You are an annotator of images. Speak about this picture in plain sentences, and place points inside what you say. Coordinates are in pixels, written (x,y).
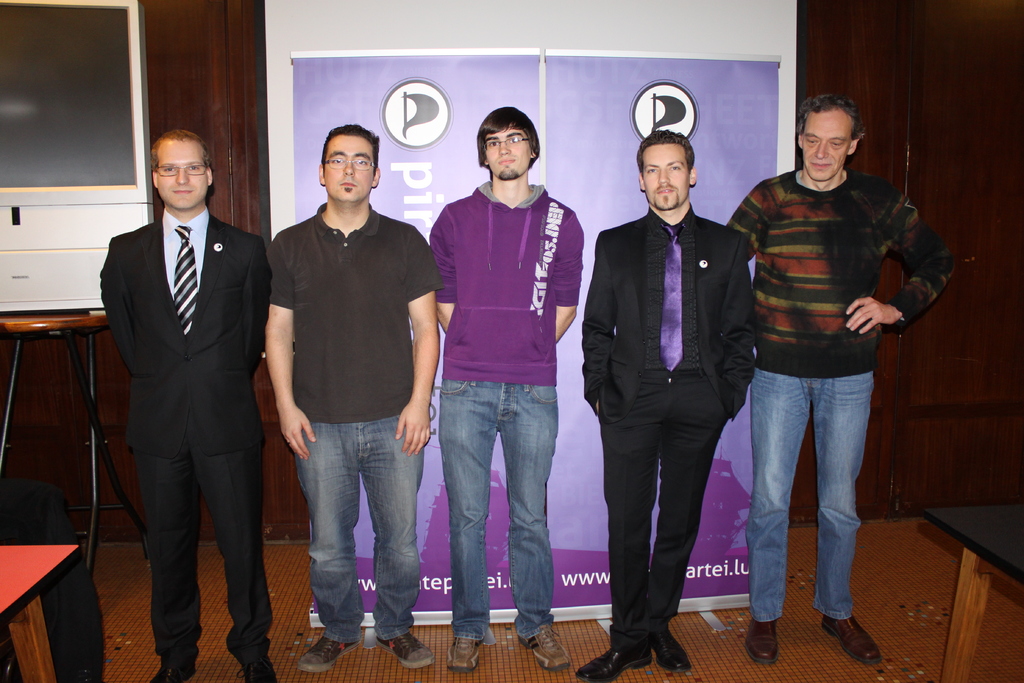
In this image I can see group of people (391,319) standing, the person (503,293) in front (450,293) is wearing purple color shirt (520,329) and blue color pant (528,489). Background (593,137) I can see few banners (516,76) in purple and white color and I can also see a screen (101,97) and I can see the wooden wall (252,54).
